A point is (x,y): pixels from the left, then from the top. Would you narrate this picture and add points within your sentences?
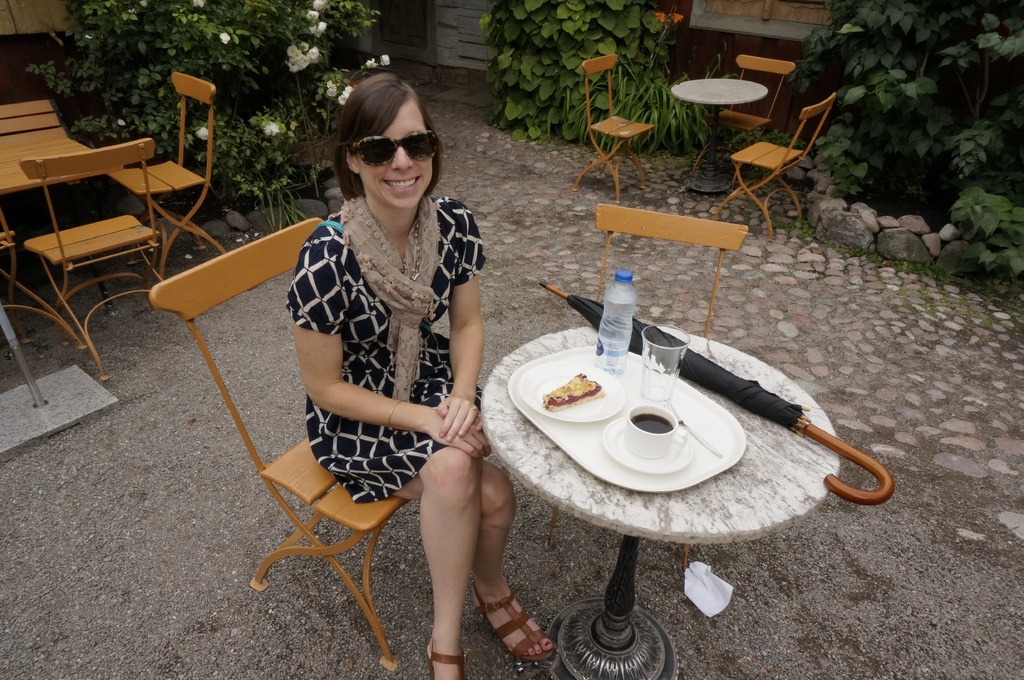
In this image I can see a woman (430,315) wearing a black dress (345,292), scarf (408,292) and sunglasses (385,162) is sitting on the chair (310,468) in front of a table (799,449), on the table (808,476) I can see an umbrella (750,404), a bottle (609,336), a glass (650,344), a cup (649,437), few plates (603,406) and a food item (579,393) in it. In the background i can see few empty chairs (807,113) and tables (43,149), few plants (154,83) and the building (416,48).
